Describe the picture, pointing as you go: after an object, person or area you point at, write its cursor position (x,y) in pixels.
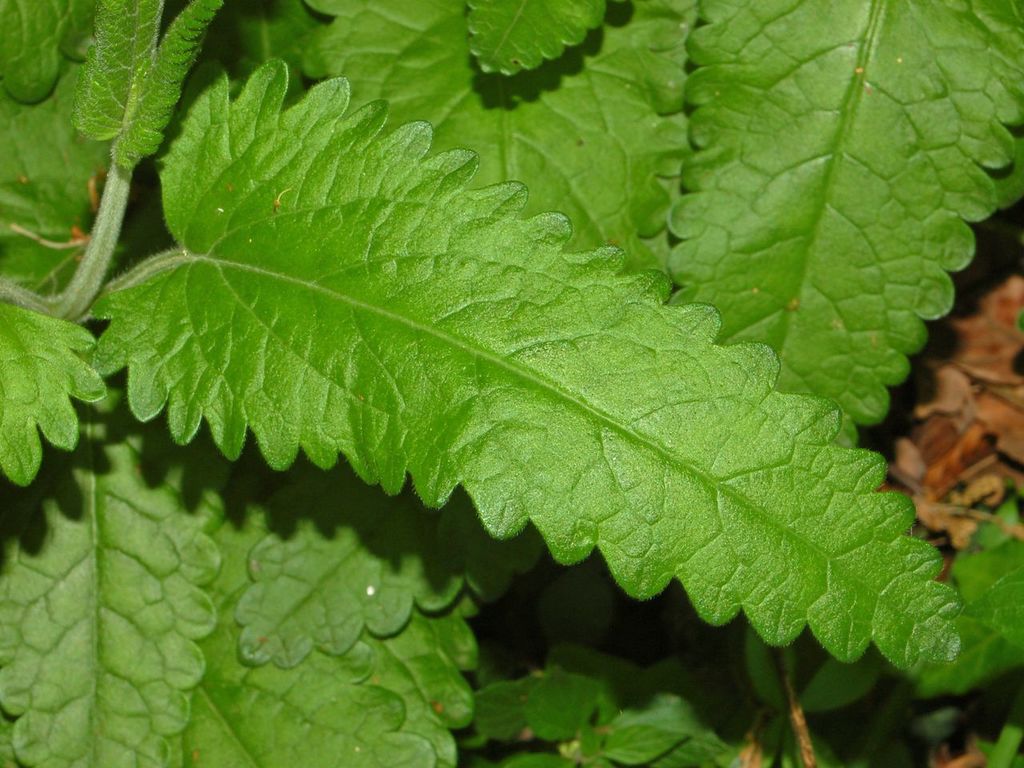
In the foreground of the picture (878,644) there are leaves (54,368) and stem (46,304). At the bottom of the background (557,697) there are plants (700,740). At the right of the background (988,350) there are dry leaves (958,404), it is blurred.
